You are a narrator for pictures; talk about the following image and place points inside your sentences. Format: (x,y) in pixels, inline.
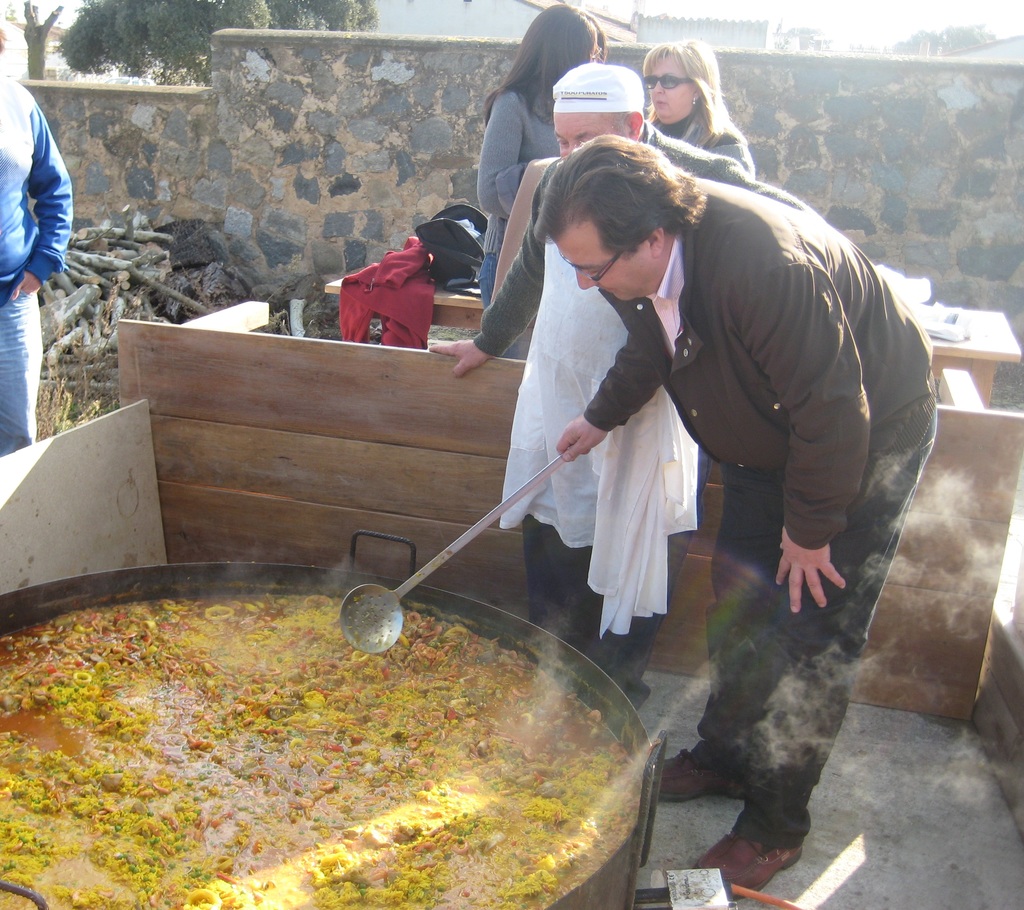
In this image we can see a few people (489,180), one of them is holding a spoon (369,601), there is a food item (374,691) in the bowl (511,631), there are tables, there are bags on one table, there are plants (88,396), buildings (478,12), also we can see the wall (99,207).
